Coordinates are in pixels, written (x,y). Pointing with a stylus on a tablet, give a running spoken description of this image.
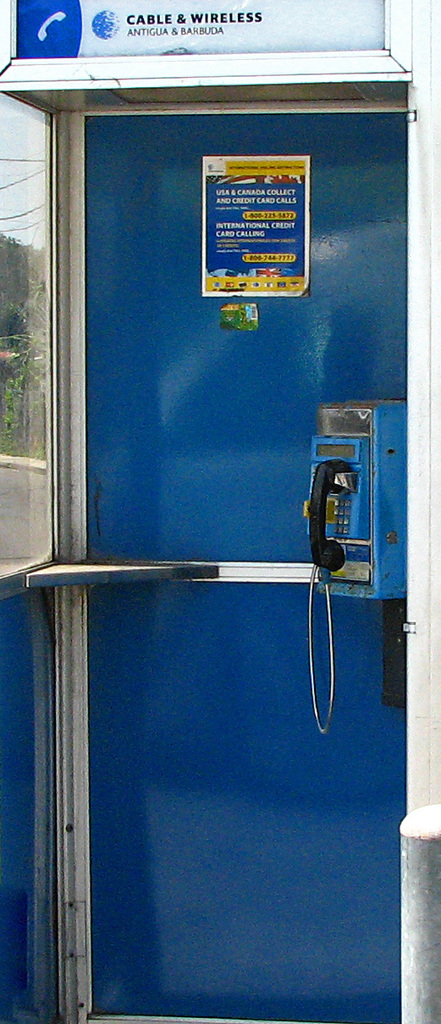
In this image we can see a telephone (325,478) in the booth (136,520).
